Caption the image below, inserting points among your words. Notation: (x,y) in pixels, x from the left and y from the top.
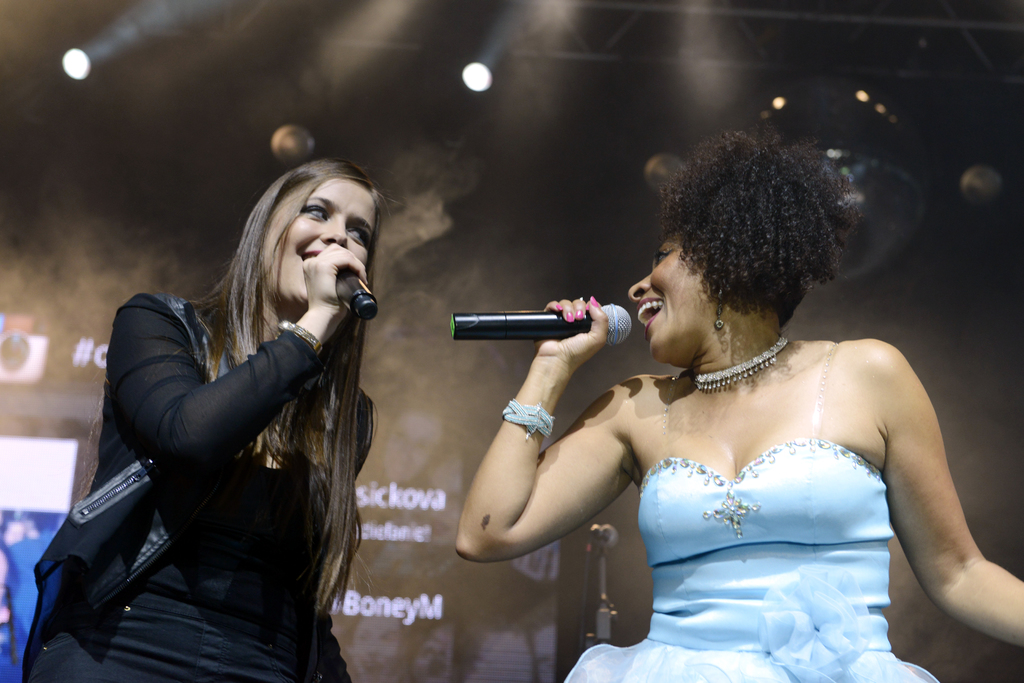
This is a picture taken in a hall (530,351), there are two women's (579,454) standing on the stage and holding the microphones (373,294). Background of this image (425,577) is a screen (401,495) and on top of them there are the lights (73,65) and smoke (417,232).
